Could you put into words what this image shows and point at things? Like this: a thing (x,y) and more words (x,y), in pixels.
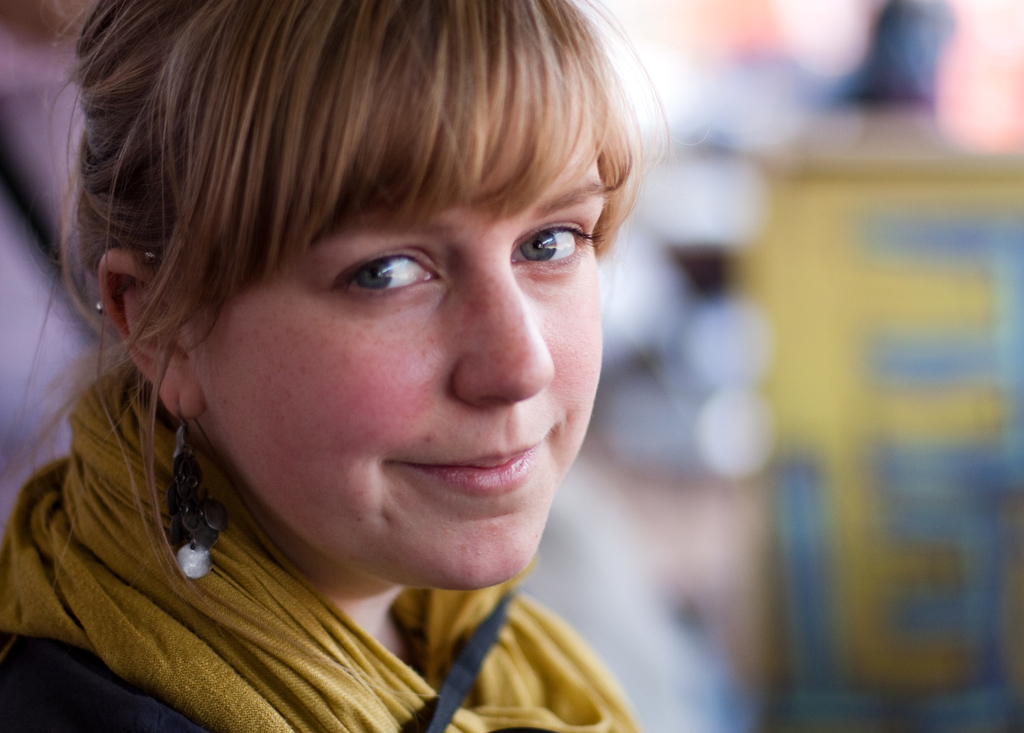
Here a woman (496,148) is looking at this side, she wore ear rings (193,506). Her hair (144,410) is in brown color.
